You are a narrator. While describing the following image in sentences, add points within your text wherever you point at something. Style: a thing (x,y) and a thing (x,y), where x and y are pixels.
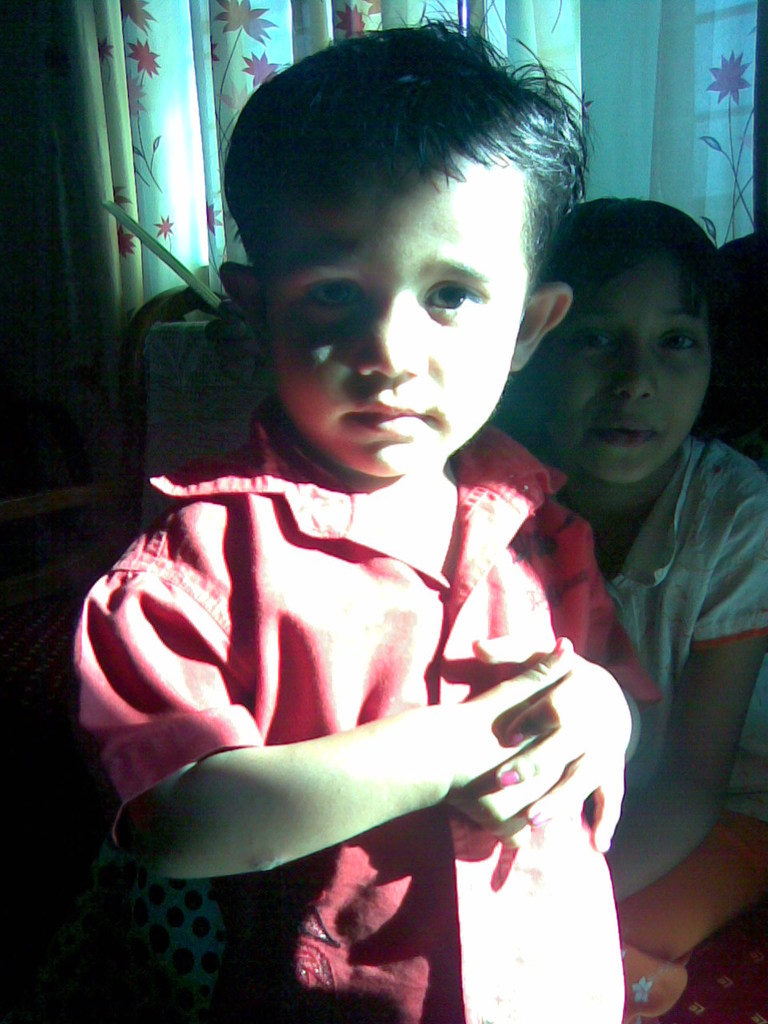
In this image I can see two children's (475,419). In front (398,444) he is wearing red color dress (352,670). Back Side I can see colorful curtain (684,65).
